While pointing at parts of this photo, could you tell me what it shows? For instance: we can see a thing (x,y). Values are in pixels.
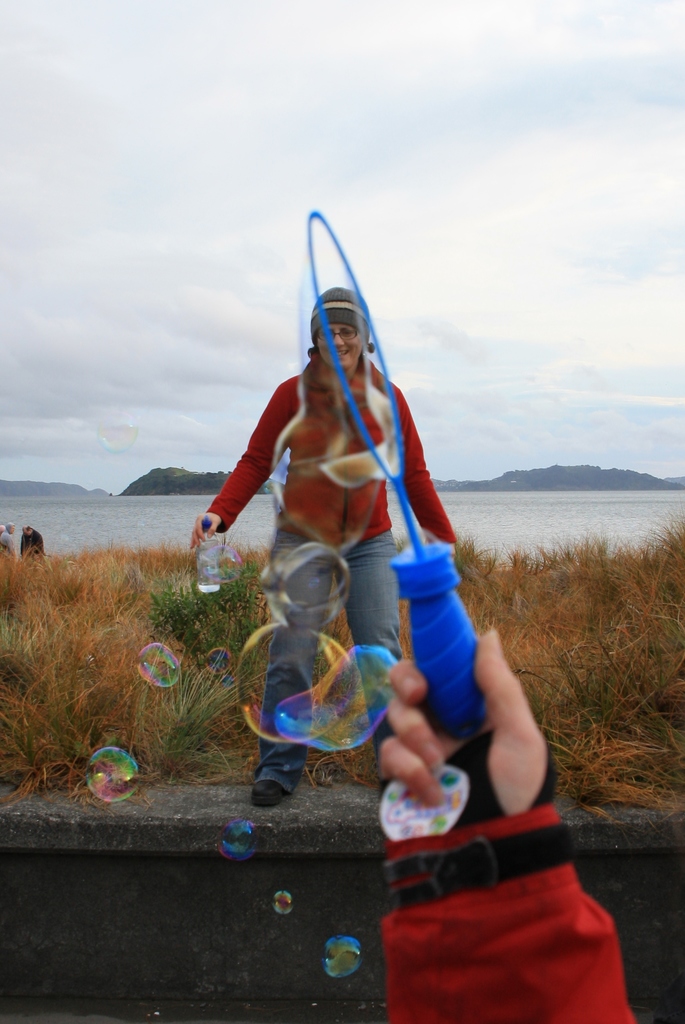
In this image at the bottom (396,738) there is one person's hand (449,754) is visible, and the person (451,876) is holding a stick (423,655) and some bubbles (366,689) are coming out. And in the background (326,491) there is one woman (285,509) who is standing, and she is holding a bottle (202,568) and there is grass (579,604), river (553,531), mountains (38,489). At the bottom (206,925) there is grass (601,702) and it looks like a wall (36,985), at the top (145,341) there is sky (305,247).
